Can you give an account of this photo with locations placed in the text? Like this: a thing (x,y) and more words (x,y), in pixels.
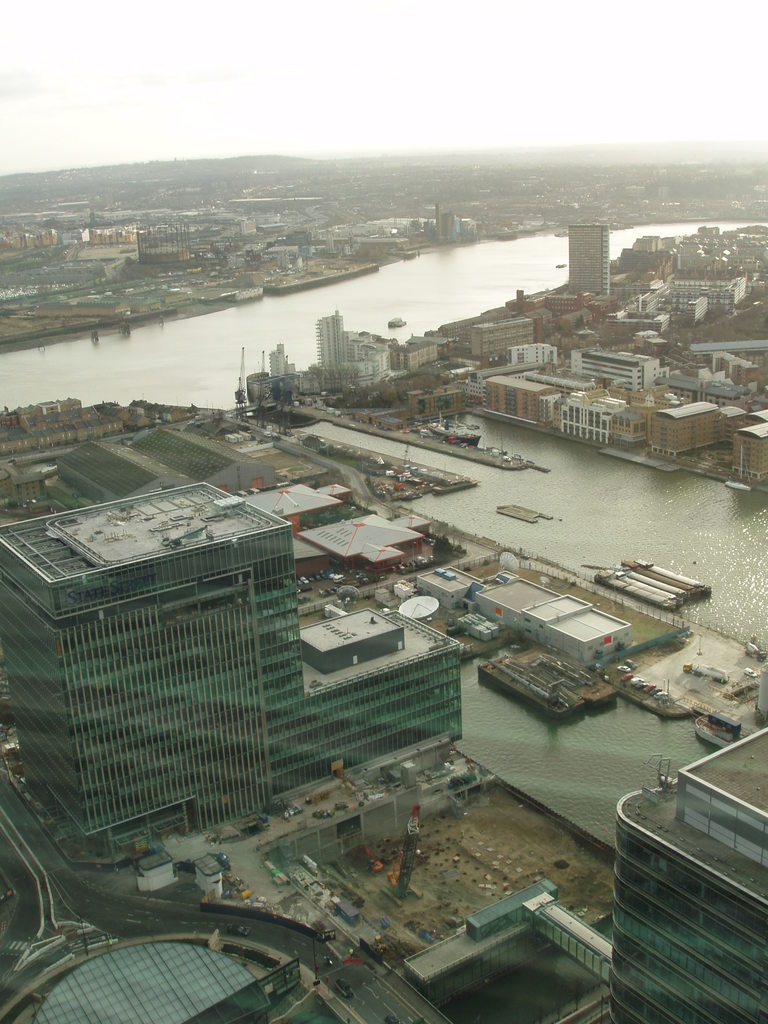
In this image I can see few buildings (370,736), vehicles (317,866), water (755,558), few objects (461,425) and the sky (228,0).
